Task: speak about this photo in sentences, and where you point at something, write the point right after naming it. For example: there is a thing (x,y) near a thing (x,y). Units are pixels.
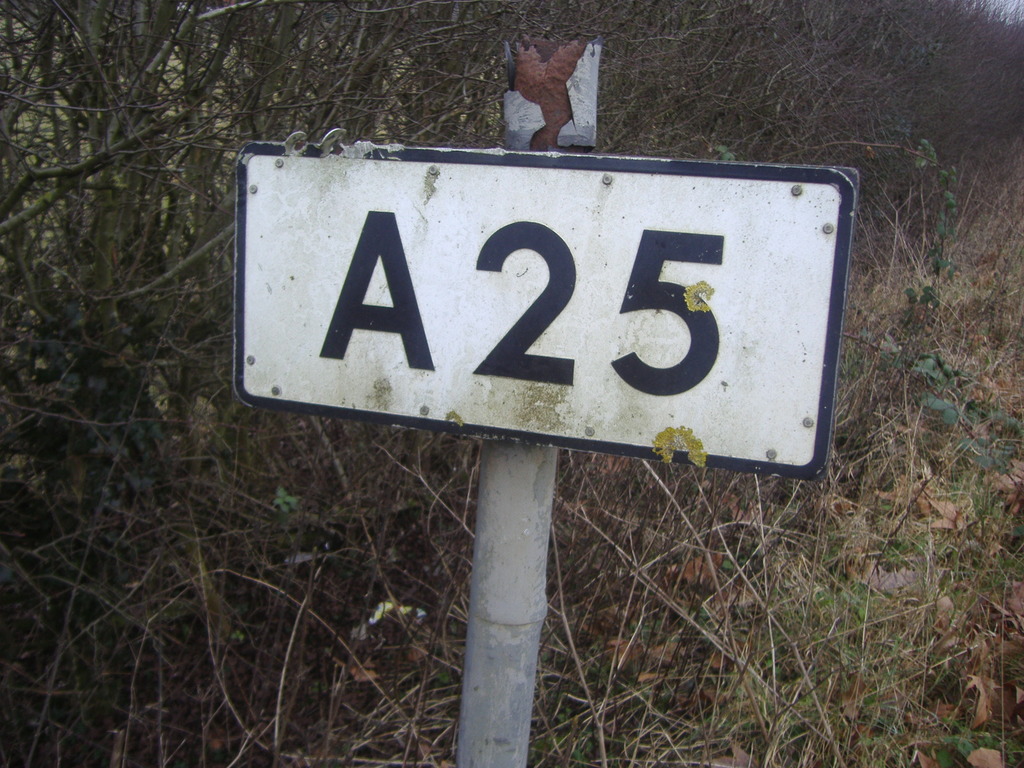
In this we can see a pole (464,695) with a number plate (622,257) on it and in the background (878,54), we can see some plants (881,78) and grass (851,295).
